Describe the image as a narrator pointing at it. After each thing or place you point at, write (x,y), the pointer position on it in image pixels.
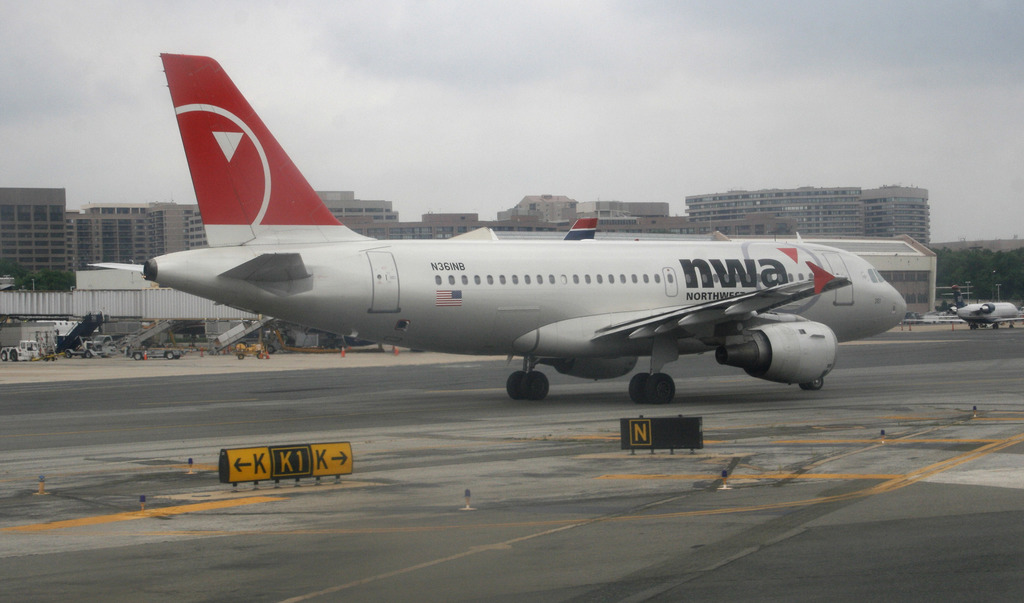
In this image in the center (516,314) there is an airplane (457,286), and in the background (151,248) there are some buildings (393,214), vehicles (101,329), barricades (132,308) and some persons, trees (1013,270), poles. And at the bottom of the image (521,410) there is road (691,482) and some boards (230,471), on the boards (670,425) there is text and at the top (456,75) there is sky (440,75).
